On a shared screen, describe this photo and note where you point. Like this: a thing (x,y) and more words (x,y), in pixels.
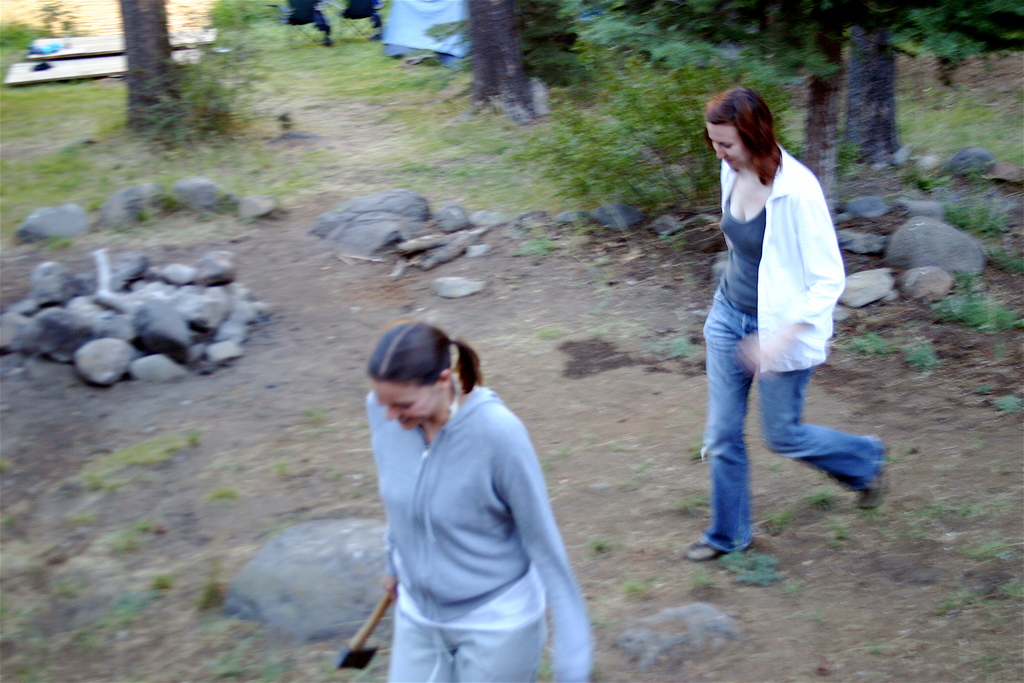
At the bottom of the picture (408,618) there is a woman (396,549) holding an axe (355,655). In the center of the picture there is a woman (757,126) in white shirt (782,317) walking. In the center of the picture (379,229) there are stones (368,216), plants (958,308), grass (974,289) and trees (814,31). At the top (203,39) there are trees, wooden objects (118,47) and other objects (312,2).
